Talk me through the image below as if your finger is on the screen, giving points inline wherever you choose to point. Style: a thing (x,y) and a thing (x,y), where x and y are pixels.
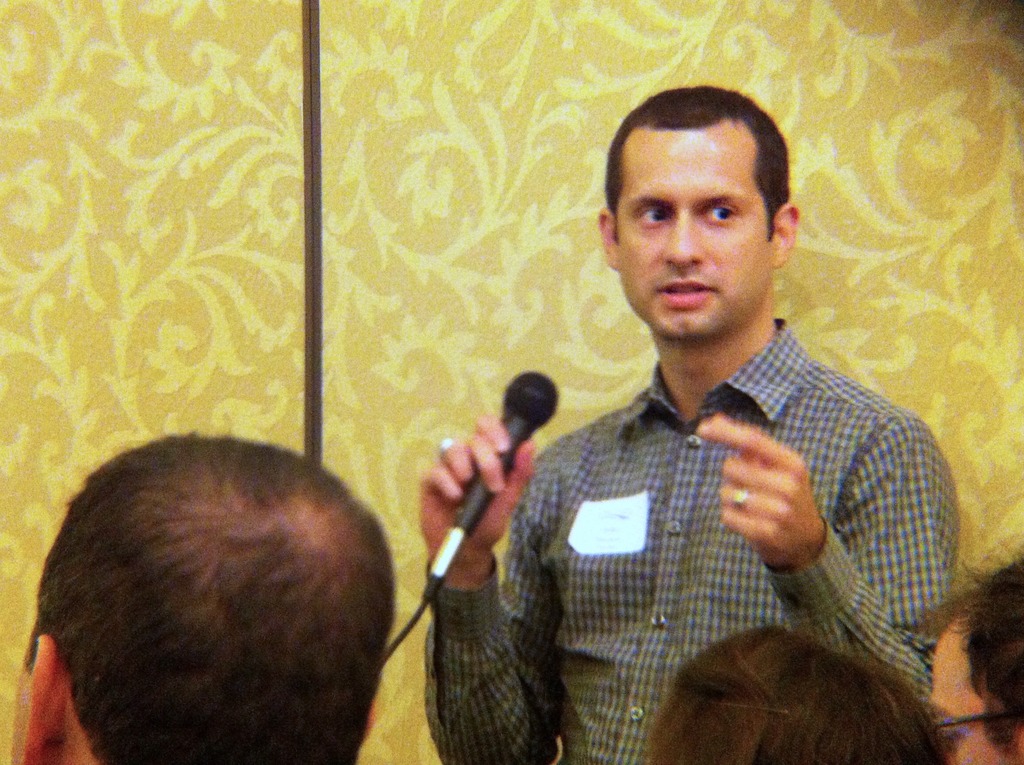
A man (655,511) with checked shirt (638,584) is holding a mic (486,488). In front of him there are some people (738,707) are sitting. Behind him there is a yellow color wall (455,211).
